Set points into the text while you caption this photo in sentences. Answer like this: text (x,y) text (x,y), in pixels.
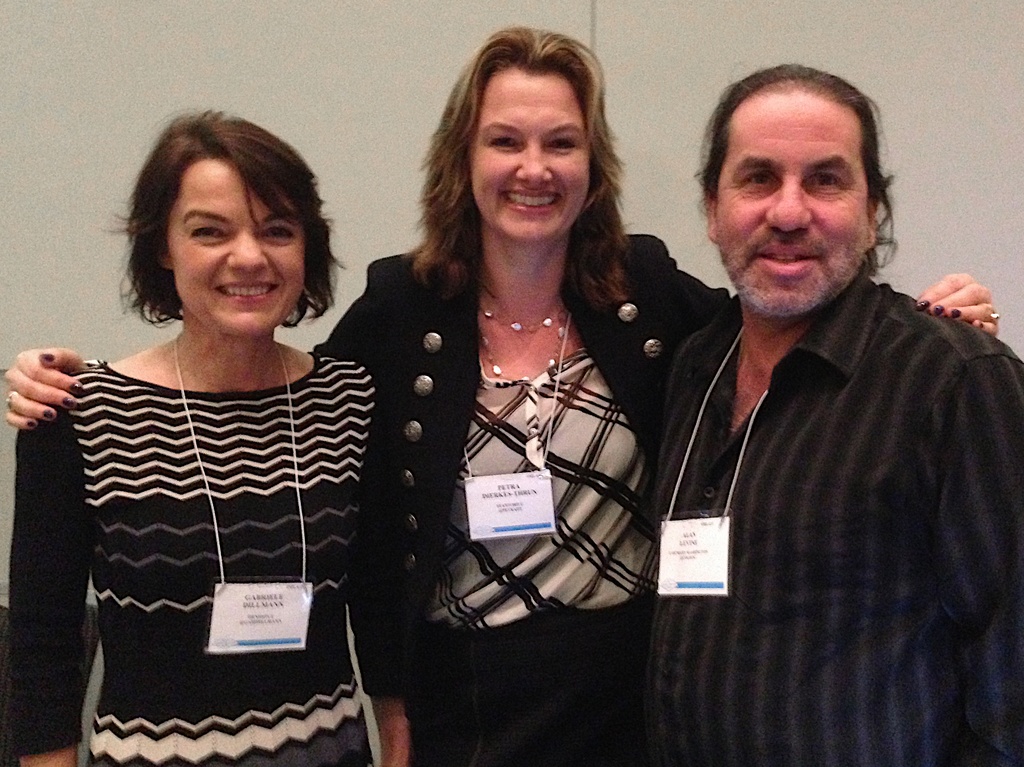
In this image there are three persons (531,470) are standing and smiling as we can see in middle of this image (589,267) and there is a wall (319,72) in the background (445,103) and these three persons (545,536) are wearing id cards (275,593) which is in white color.
